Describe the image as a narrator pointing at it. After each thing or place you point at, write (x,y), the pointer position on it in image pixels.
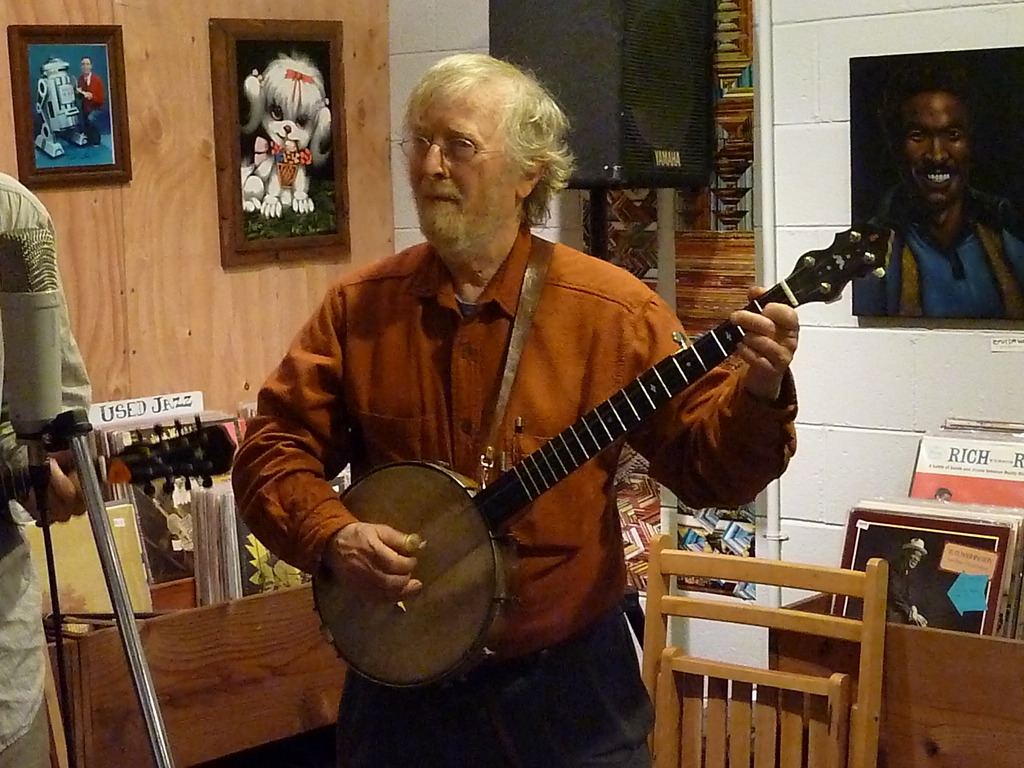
A person (522,397) is holding a musical instrument (510,476) and playing. In the background (273,128) there is a wall (142,159) and photo frames (902,209) are there. There are some records (971,602) kept in the bins (957,664). And there is a chair (773,681). And there is a mic stand (96,527) in front of him.
